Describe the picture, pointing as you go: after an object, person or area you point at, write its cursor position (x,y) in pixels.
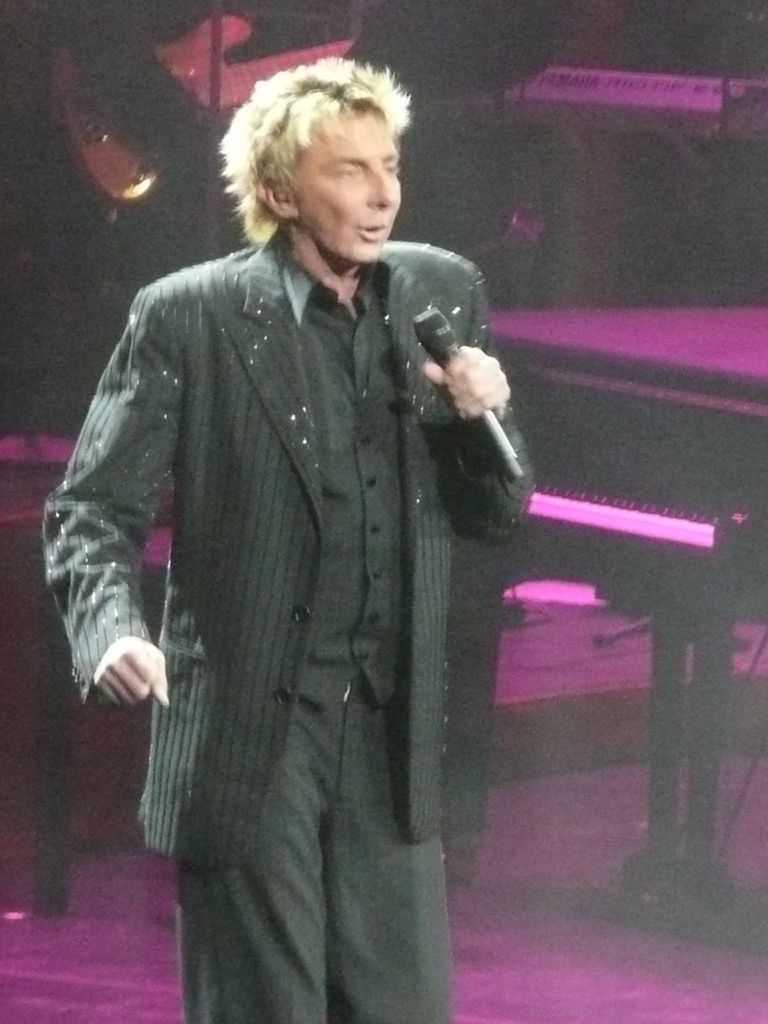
In this image I can see the person (335,893) standing and holding the microphone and the person (327,449) is wearing black color dress (302,449). In the background (674,568) I can see few musical instruments (694,559).
